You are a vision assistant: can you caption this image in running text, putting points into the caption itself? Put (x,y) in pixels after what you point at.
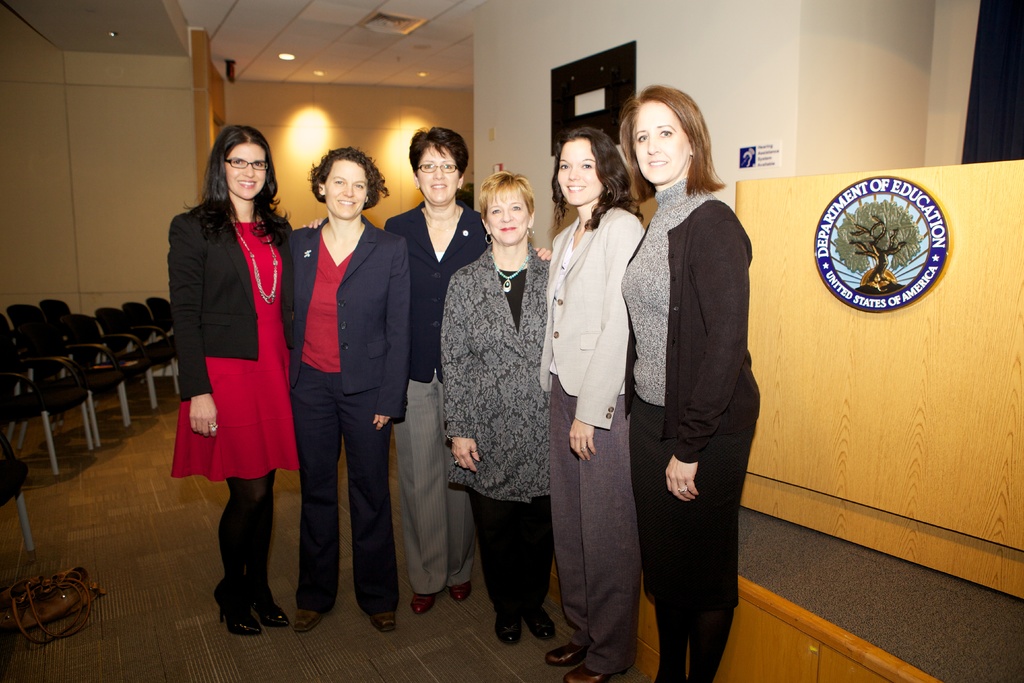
In this image there are women (431,383) standing on the floor (397,620). Left side (19,368) there are chairs (52,446). Left bottom there is a bag (43,610) on the floor (133,626). Right side (874,283) there is a logo (838,275) on the wooden wall (903,420). Background (839,93) there is a wall (885,159). Top of the image (290,61) there are lights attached to the roof (322,48).
